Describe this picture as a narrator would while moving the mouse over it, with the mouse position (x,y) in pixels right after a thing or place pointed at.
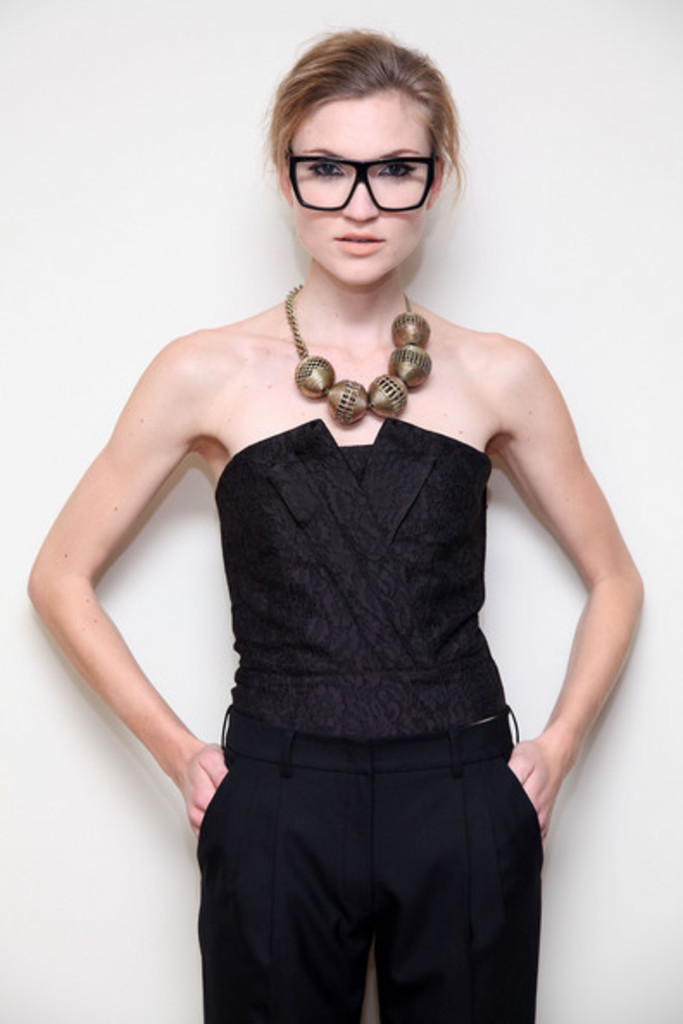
In this image I can see a woman (366,593) standing, wearing a black top (400,584), black trousers (429,814) and a necklace (400,339). There is a white background (39,418).
